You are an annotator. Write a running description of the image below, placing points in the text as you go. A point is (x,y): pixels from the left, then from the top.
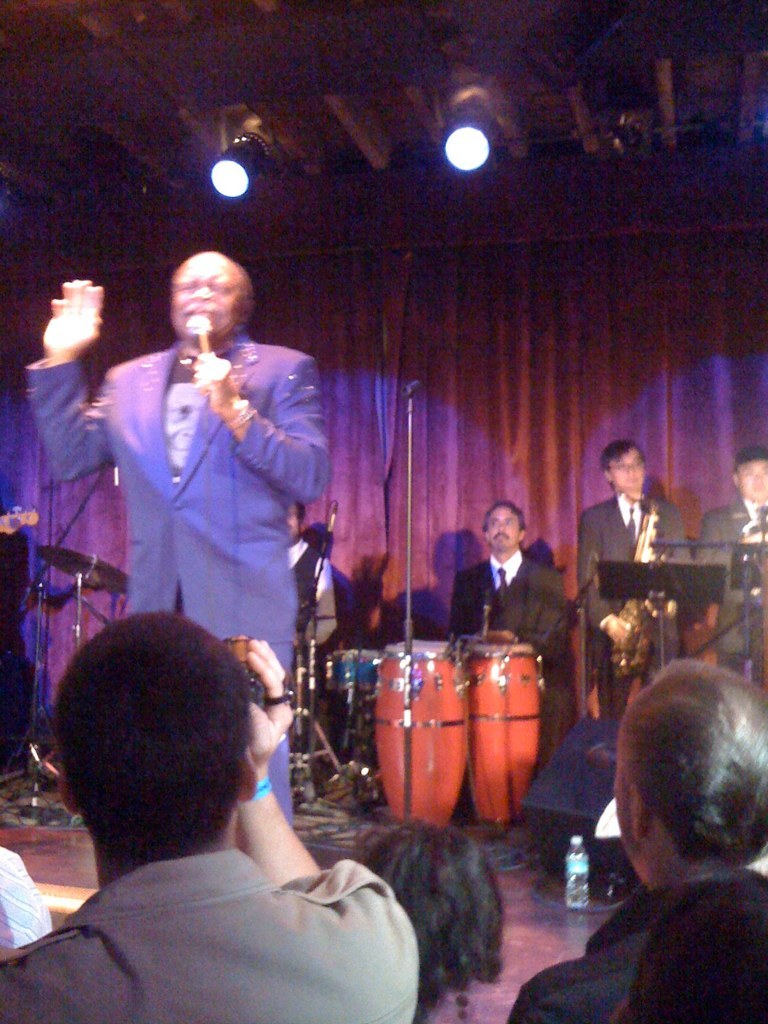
In the image we can see few persons (246,450) on the stage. Here on the left (206,436) he is singing and holding microphone (203,323). And back of him they were playing with musical instruments (510,658). And in the bottom (274,943) they were audience (452,953).
